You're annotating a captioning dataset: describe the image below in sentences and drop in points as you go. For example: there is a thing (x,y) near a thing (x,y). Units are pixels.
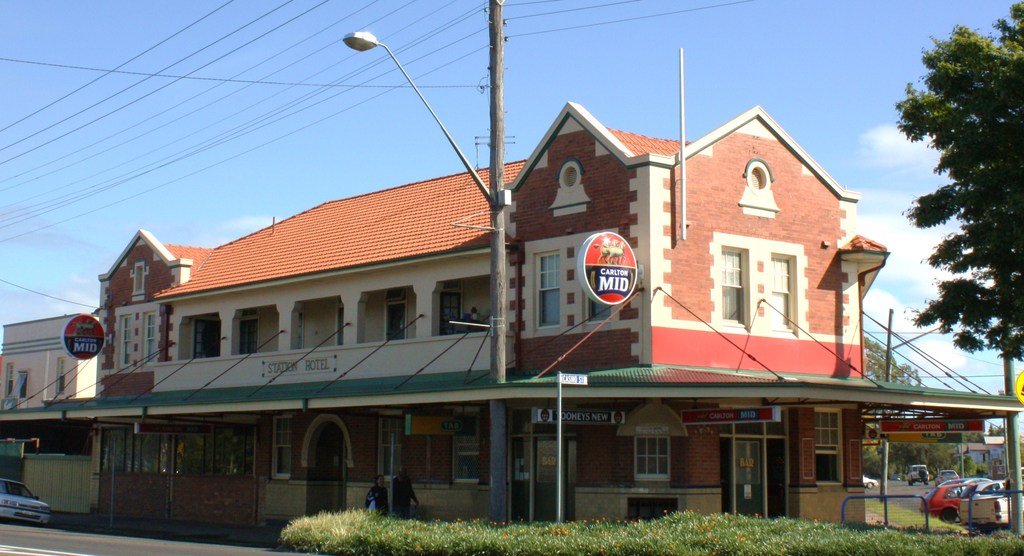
Here we can see plants (461,536) at the bottom (777,552). In the background (463,336) there are buildings (394,363), poles (1012,388), roof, light poles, hoardings (156,427). On the right (964,480) there are vehicles (960,493) on the road (905,489) and trees (981,252). On the left (16,505) at the bottom (14,505) there is a car (15,506) and two persons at the wall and we can see electric wires (263,77) and clouds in the sky (481,96).
